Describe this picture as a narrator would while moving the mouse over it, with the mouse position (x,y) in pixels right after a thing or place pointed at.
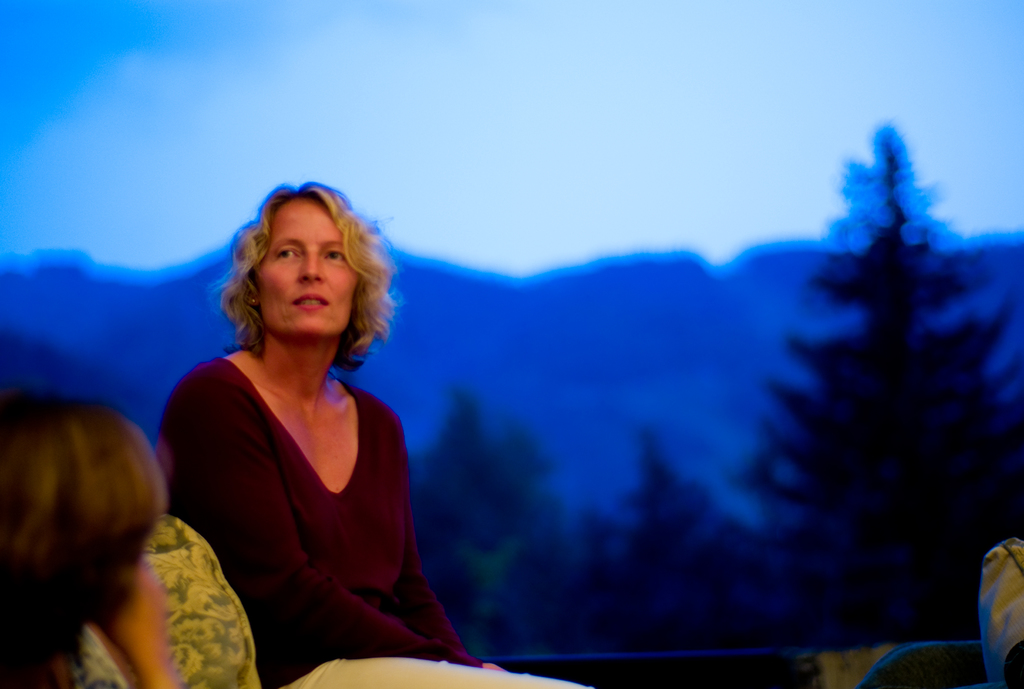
Here in this picture we can see a woman (271,386) sitting over a place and in front of her also we can see people (95,629) sitting and behind her we can see trees (770,449) and mountains (515,294) present in a blurry manner over there.
